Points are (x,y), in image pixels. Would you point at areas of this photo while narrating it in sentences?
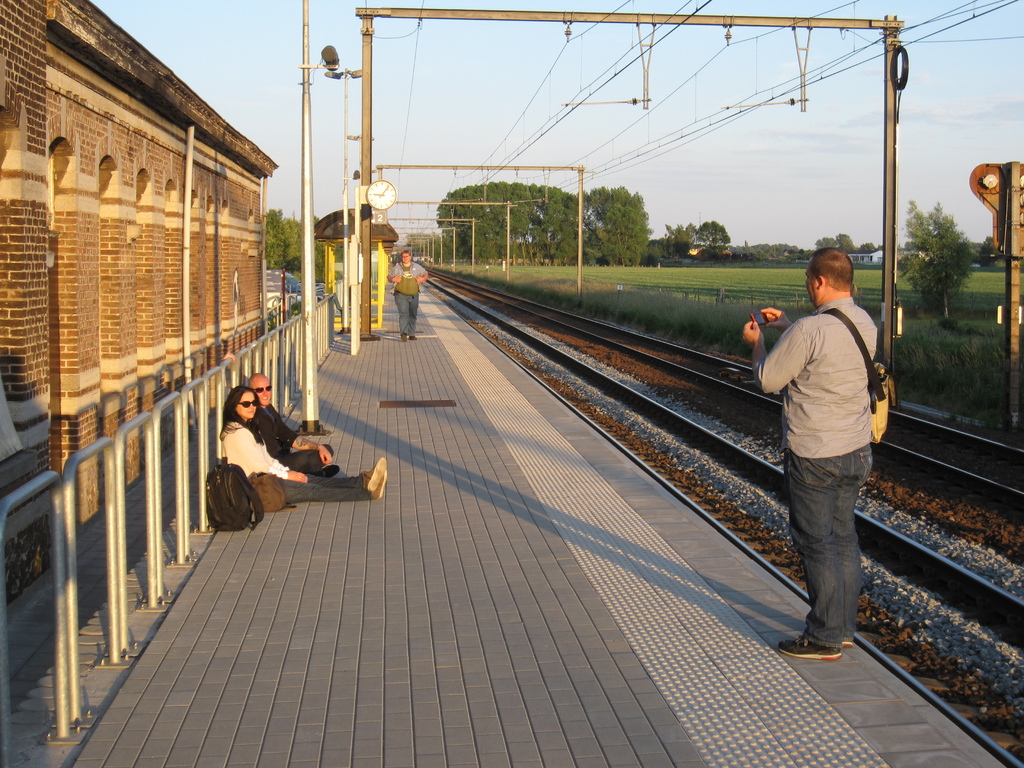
This image is taken on a railway station (356,398) where the persons (413,336) are sitting and standing and walking. The man (846,367) on the right side (852,453) is standing and holding a mobile phone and clicking a photo of the persons (263,420) who are sitting in front of him. In the background (402,306) there is a man (413,296) walking and there are trees (566,198), there are poles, there is grass (706,281) on the ground (702,272), and the sky (694,150) is cloudy. On the left side (128,279) there are pillars (155,283). On the right side (685,401) there is a railway track (669,415).
